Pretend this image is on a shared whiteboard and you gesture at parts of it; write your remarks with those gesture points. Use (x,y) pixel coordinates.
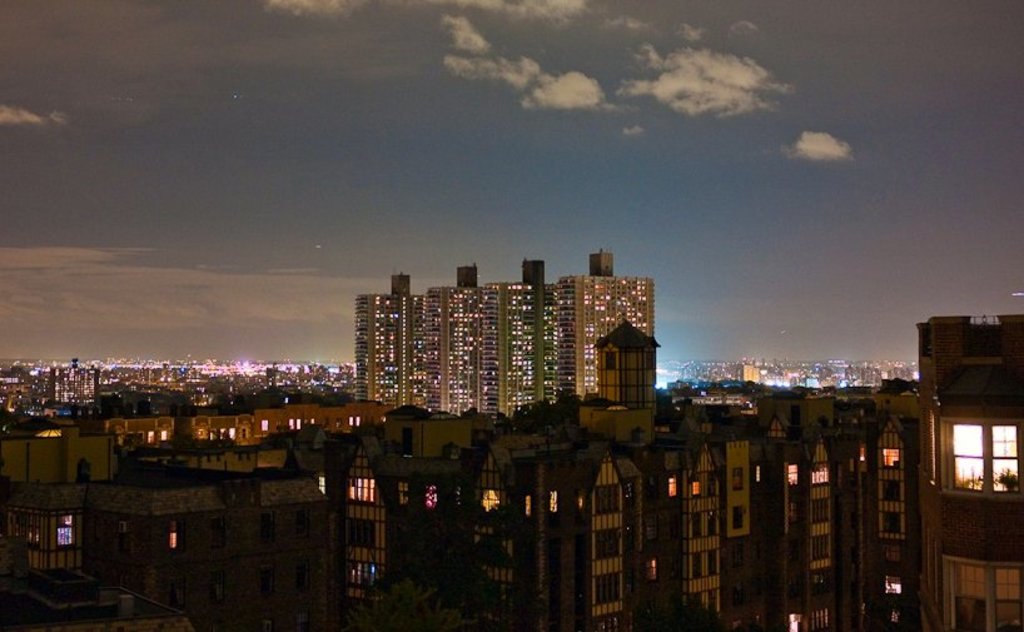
In the foreground of this picture (502,478), there are buildings (156,555). In the background (321,366), we can see the city (186,369). On the top (245,134), there is the sky (352,160) and the cloud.
